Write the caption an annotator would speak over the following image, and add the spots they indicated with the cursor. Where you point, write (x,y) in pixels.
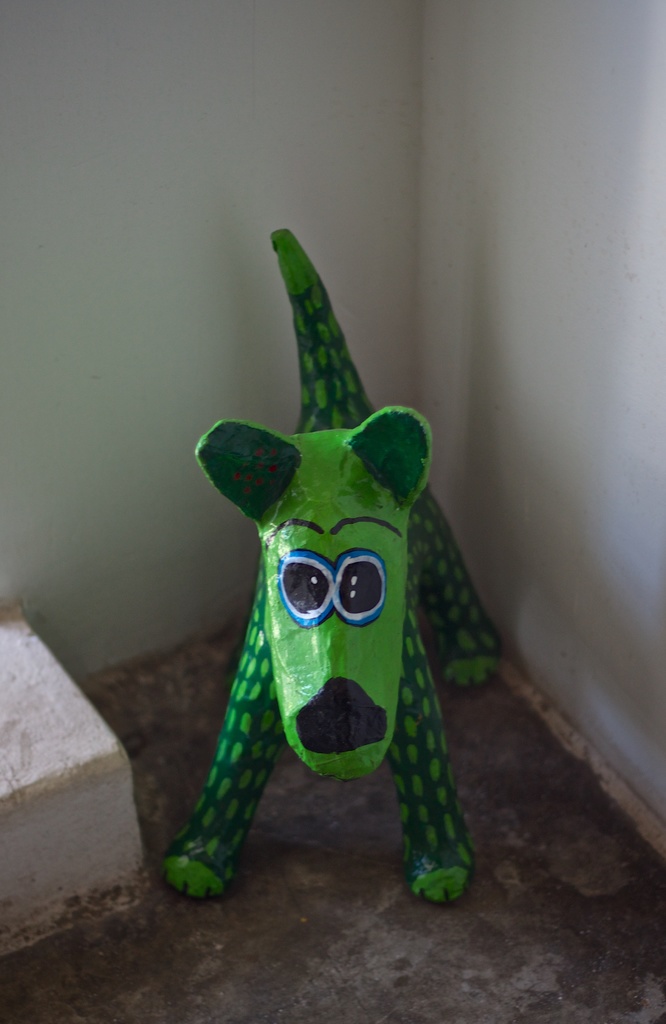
In this picture we can see an object (102,740) and a toy (306,594) on the floor (272,886) and in the background (171,239) we can see walls (222,218).
